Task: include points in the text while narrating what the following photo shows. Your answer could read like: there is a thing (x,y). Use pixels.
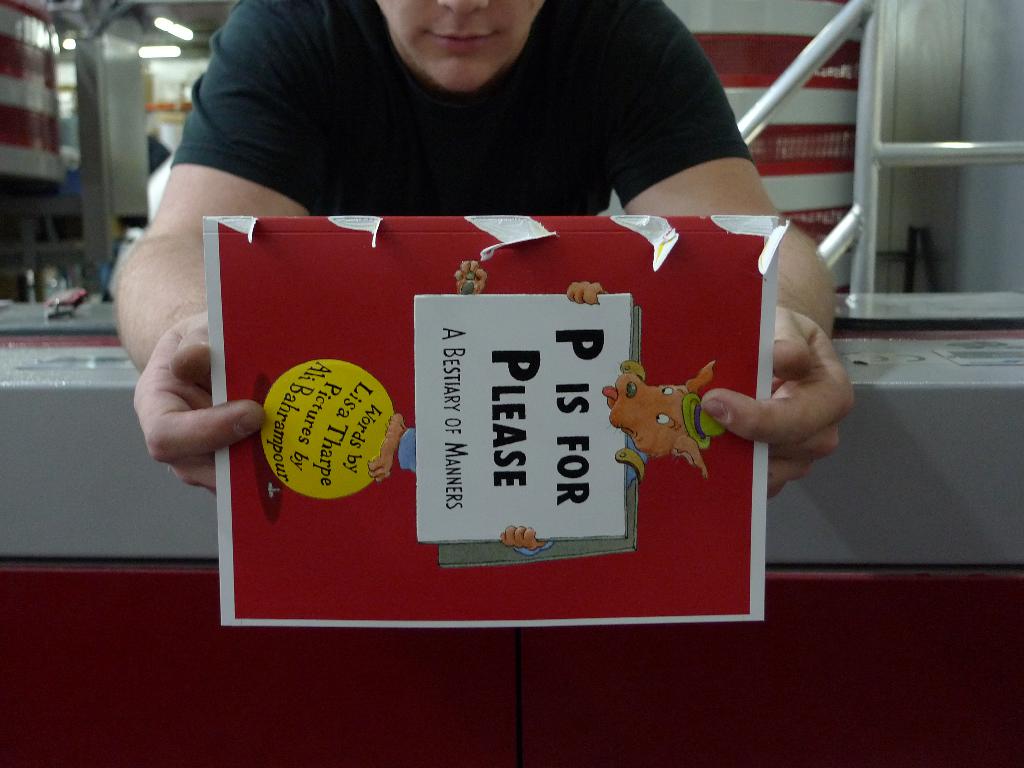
In this image we can see a person (403,74) holding paper (489,360) with text (576,403) and cartoon image (643,422). Also there is a wall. In the back (842,97) we can see rods (873,116), lights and few other things (142,78).
